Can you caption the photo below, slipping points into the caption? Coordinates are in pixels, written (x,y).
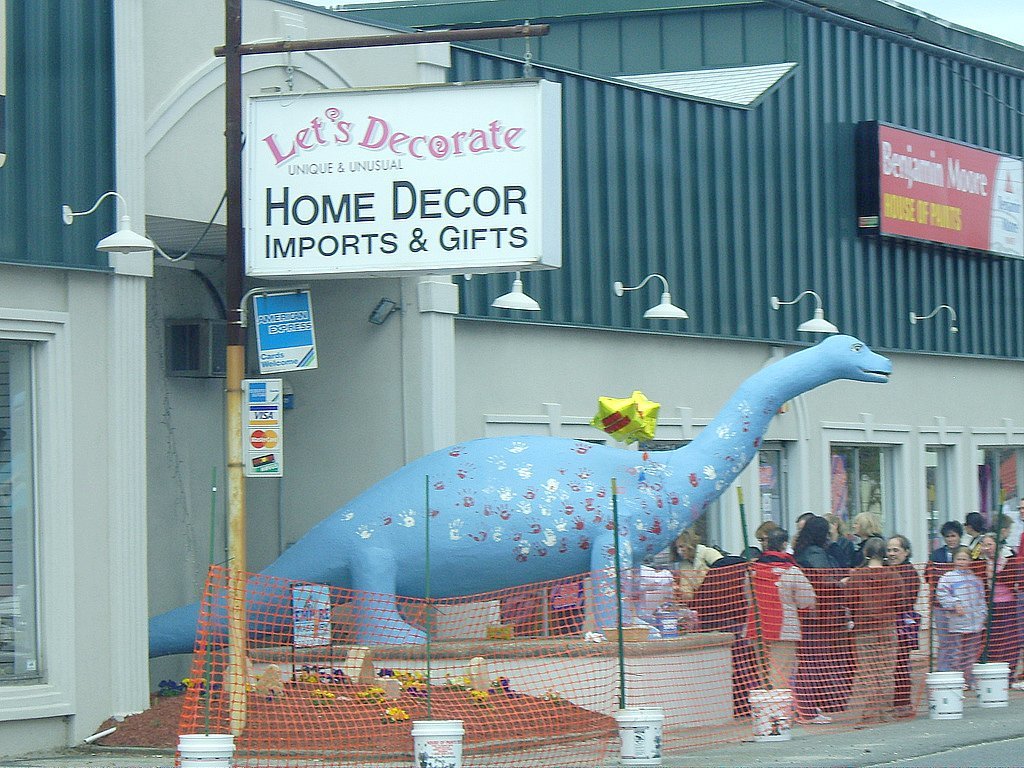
In this image I can see the ground (870,759), few buckets (989,700), few poles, the orange colored net (617,695), few persons (744,633) standing, few boards (969,240) and a building (684,336). I can see few lights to the building (583,272) and a board (937,154). I can see the sky (941,8) to the right top of the image (969,27).
